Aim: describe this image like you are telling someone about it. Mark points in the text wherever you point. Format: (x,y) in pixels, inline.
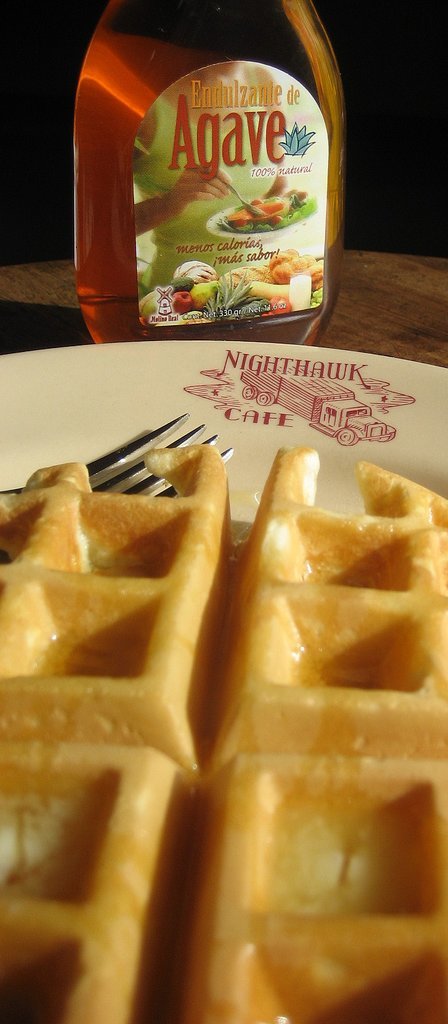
In this image there is some food (295,579) on the plate (375,427) which is having a fork (144,459). Beside there is a bottle (300,292) on the table (405,316).
